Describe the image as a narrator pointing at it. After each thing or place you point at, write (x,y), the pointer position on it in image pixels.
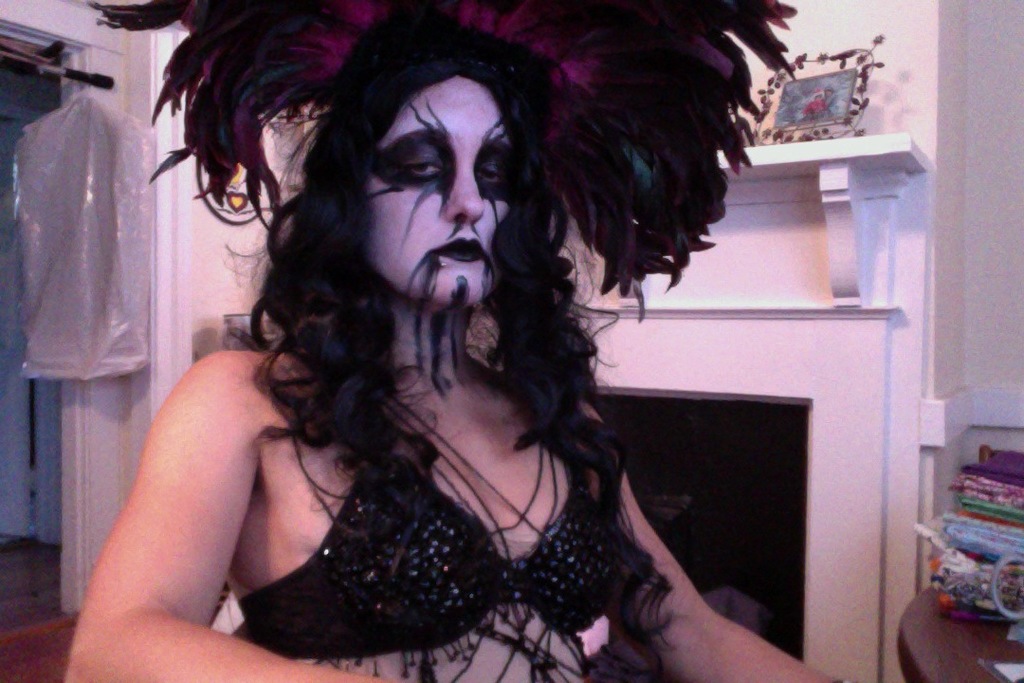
In this picture there is a woman (412,638) in black dress (429,597) and different costume (499,10) sitting in a room (398,543). On the right (944,648) there is a desk (966,626), on the desk (952,641) there are clothes (984,540). In the center of the picture (663,327) there is a fireplace (731,488). At the top (828,99) there is a frame (823,107). On the left (39,305) there is a door (1,227) and a cover (92,252). The wall (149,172) is painted white.
